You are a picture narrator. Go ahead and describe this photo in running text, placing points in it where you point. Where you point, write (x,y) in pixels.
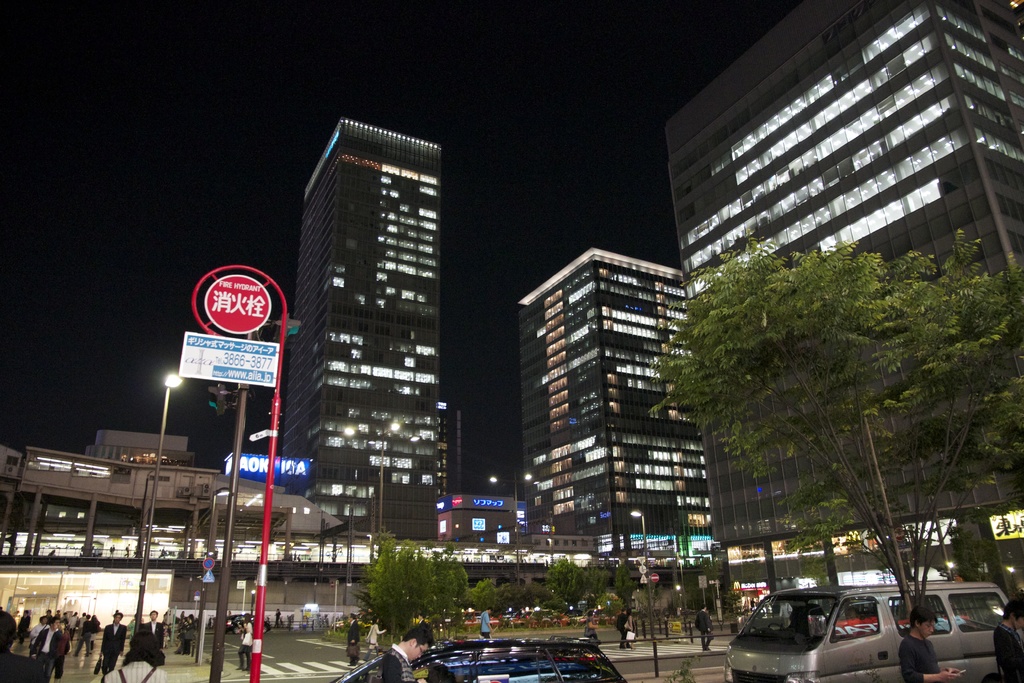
In the center of the image (390,352) there are buildings (680,440) and trees (491,594). At the bottom (521,658) there are cars (515,664) and we can people (73,625). On the left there are boards (236,322). In the background (536,127) there is sky (368,112).
